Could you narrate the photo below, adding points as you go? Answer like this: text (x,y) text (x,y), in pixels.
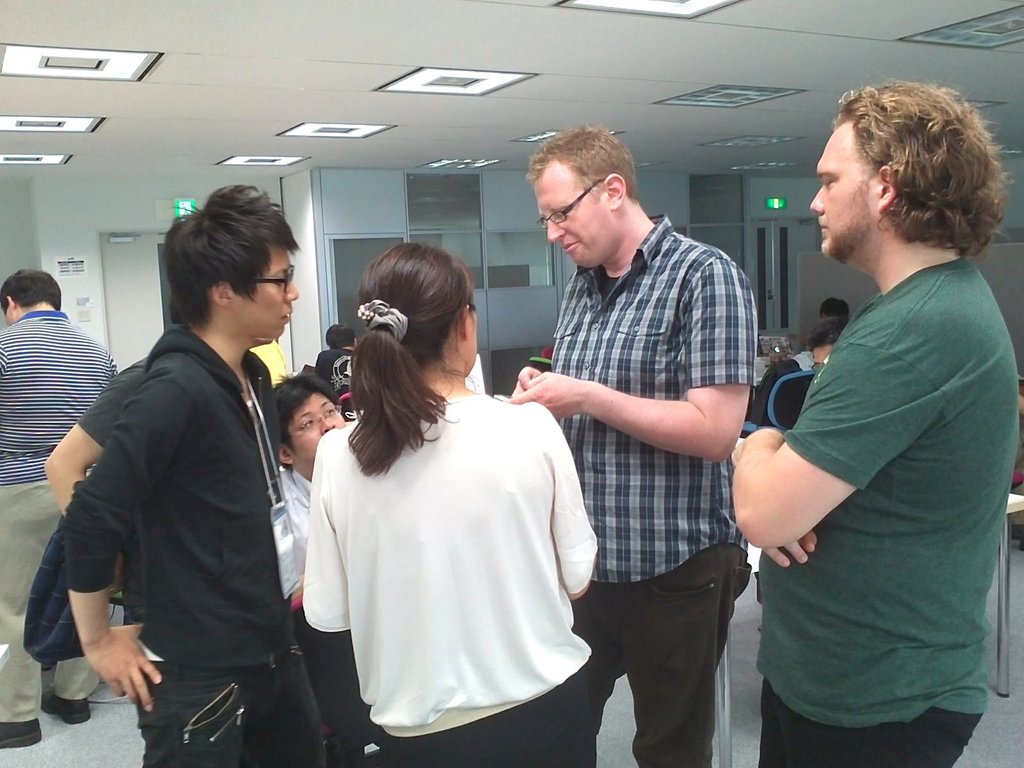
In this picture there are people (462,356) and we can see table (1022,504) on the floor (740,613) and chair (778,410). In the background of the image (353,211) we can see posters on the wall (64,249) and door (125,242). At the top of the image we can see lights (770,95).
